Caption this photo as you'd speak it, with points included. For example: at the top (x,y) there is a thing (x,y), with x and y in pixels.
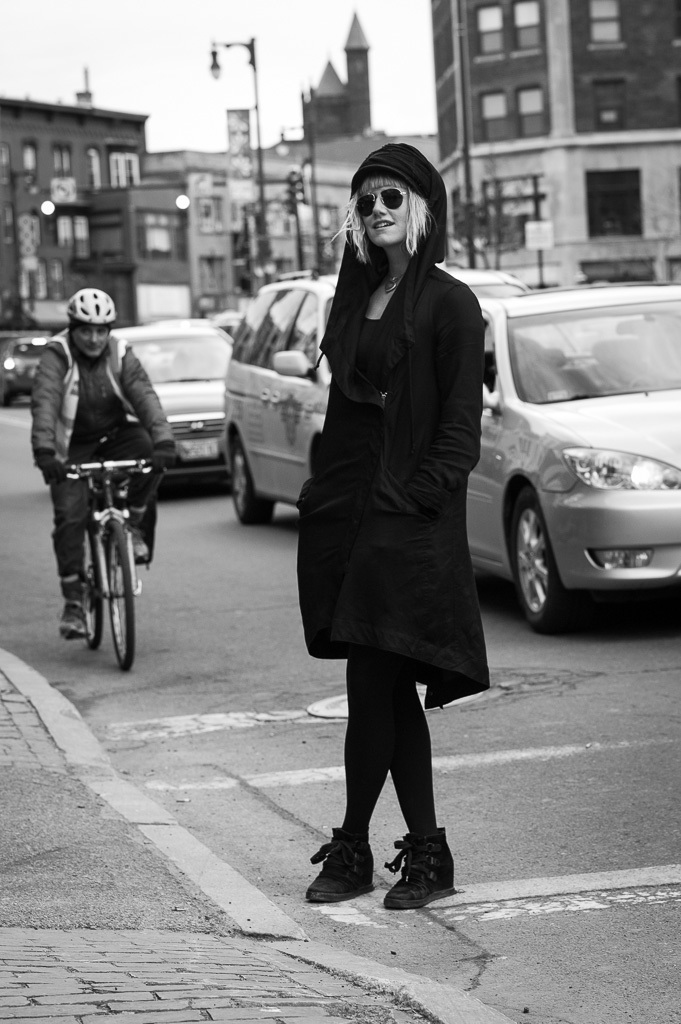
This image is taken in outdoors. In the middle of the image (333,552) a woman (336,405) is standing on the road (303,711) and a man (169,444) is riding a bicycle (92,513) wearing a helmet (85,291). At the background (30,347) there are few vehicles (283,383), a street light (250,45) and a buildings (227,191) with windows (172,239) and doors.
